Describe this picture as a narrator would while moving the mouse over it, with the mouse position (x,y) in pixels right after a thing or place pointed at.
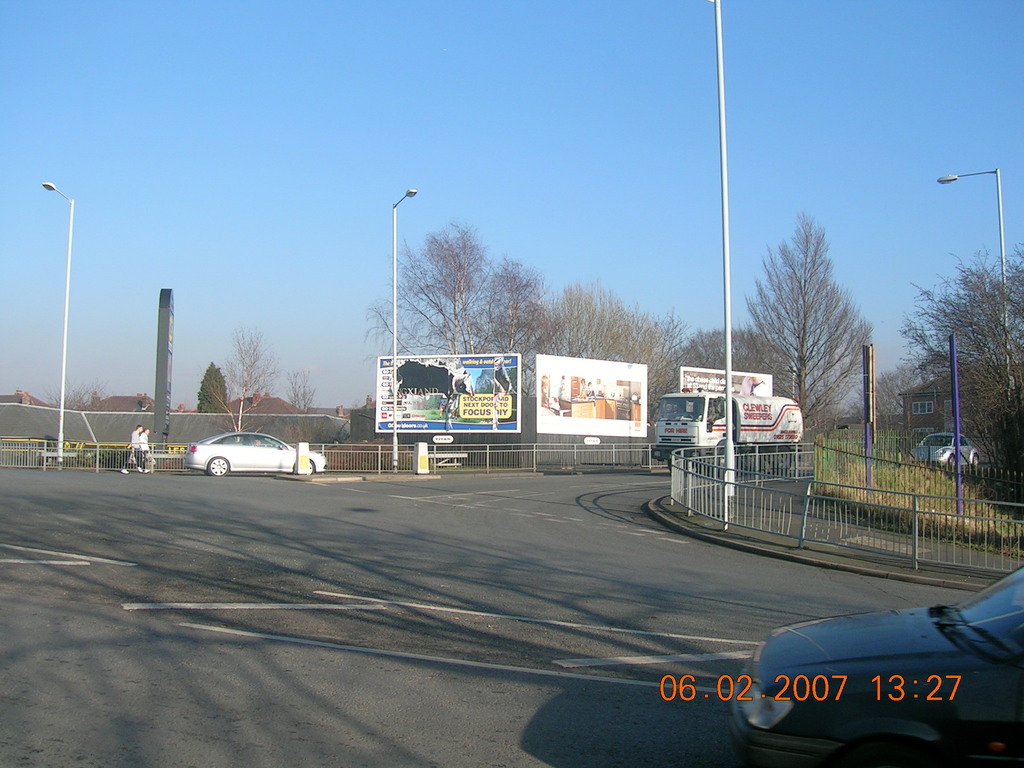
In this image at the center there are vehicles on the road (450,611). On both right and left side of the image (327,451) there are metal grills (827,508), street lights (734,476). At the background (804,382) there are buildings (908,390), trees (759,333) and at the top (740,159) there is sky (816,117).
